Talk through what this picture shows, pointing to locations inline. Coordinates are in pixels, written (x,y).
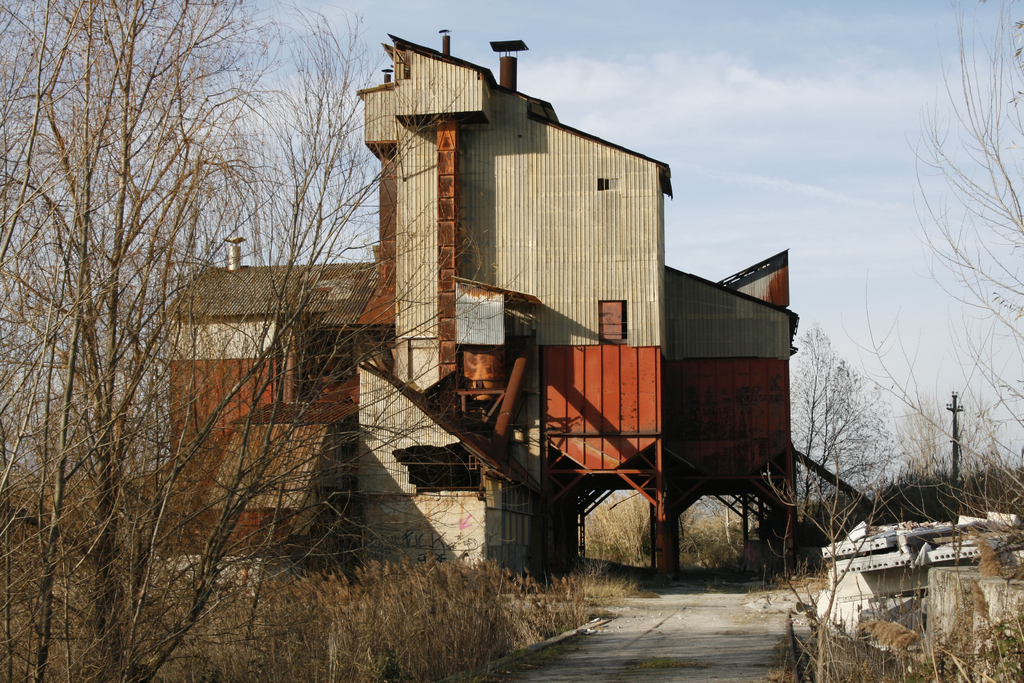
In this picture I can see few trees (191,204) on the left side (263,499), it looks like a factory (527,380) in the middle (630,345). At the top (824,82) there is the sky (831,96).
